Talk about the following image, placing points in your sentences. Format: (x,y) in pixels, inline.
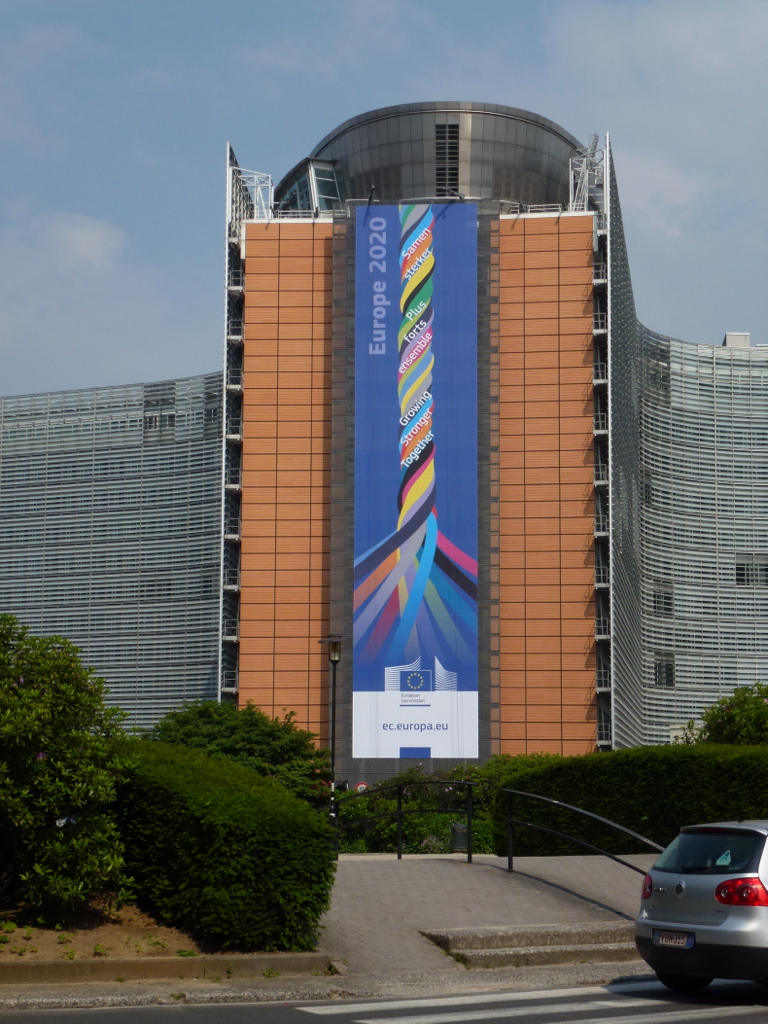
In this image we can see plants (488,804), stairs (583,951), handrail (593,815), vehicle (725,895) on the road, building (491,472), also we can see the sky (192,176), and a poster (456,538) with some texts (408,253), and images (415,531) on it.
